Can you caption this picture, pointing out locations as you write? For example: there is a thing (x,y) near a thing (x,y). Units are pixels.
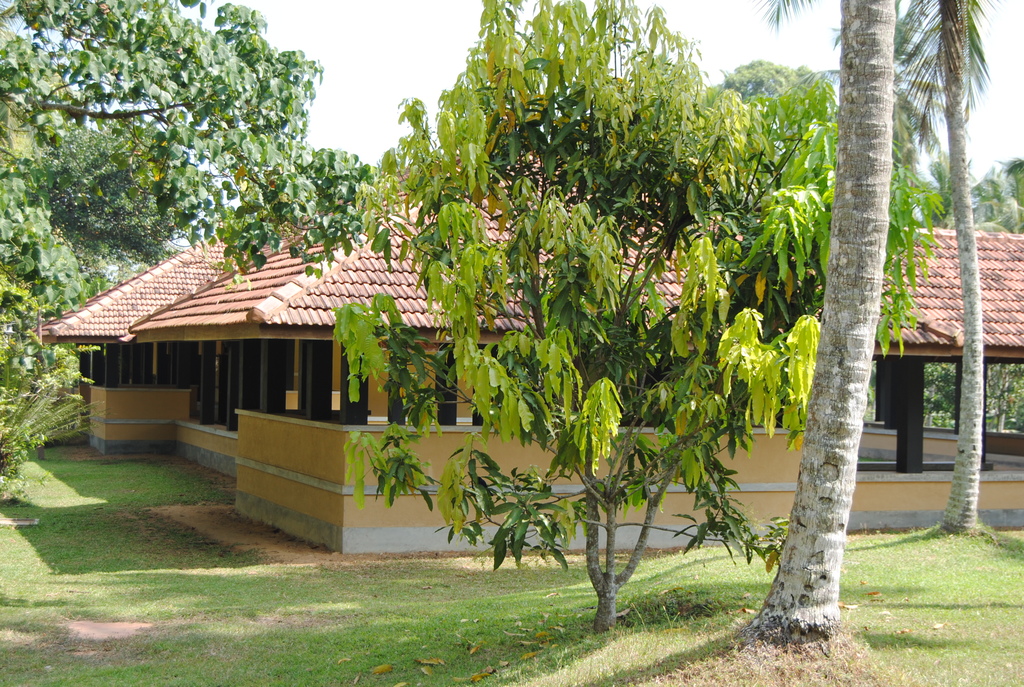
In this picture we can see a shed (477,429), trees (568,463), grass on the ground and we can see sky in the background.
